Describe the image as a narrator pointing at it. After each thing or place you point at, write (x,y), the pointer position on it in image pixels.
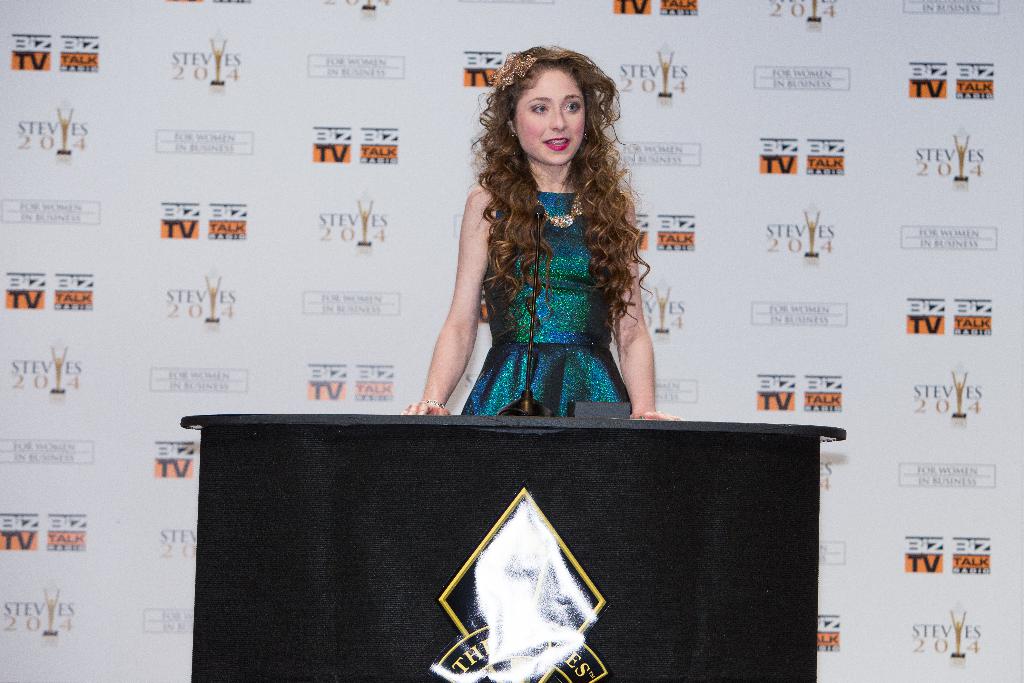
In this picture we can see a woman (634,287), in front of her we can see a table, mic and an object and in the background (723,276) we can see a banner (723,276).
